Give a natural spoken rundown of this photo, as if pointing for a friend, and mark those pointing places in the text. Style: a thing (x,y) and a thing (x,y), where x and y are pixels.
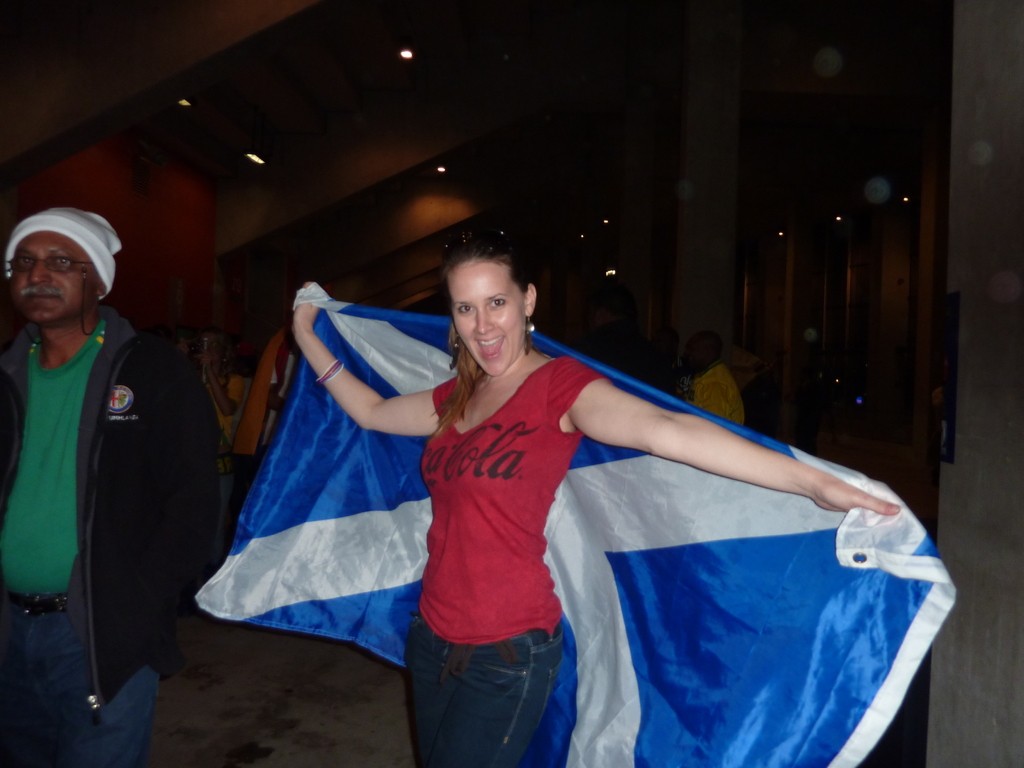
In this image there is a woman (455,346) standing and smiling by holding a flag (344,513), and there are group of people (231,353) standing, and in the background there are lights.
